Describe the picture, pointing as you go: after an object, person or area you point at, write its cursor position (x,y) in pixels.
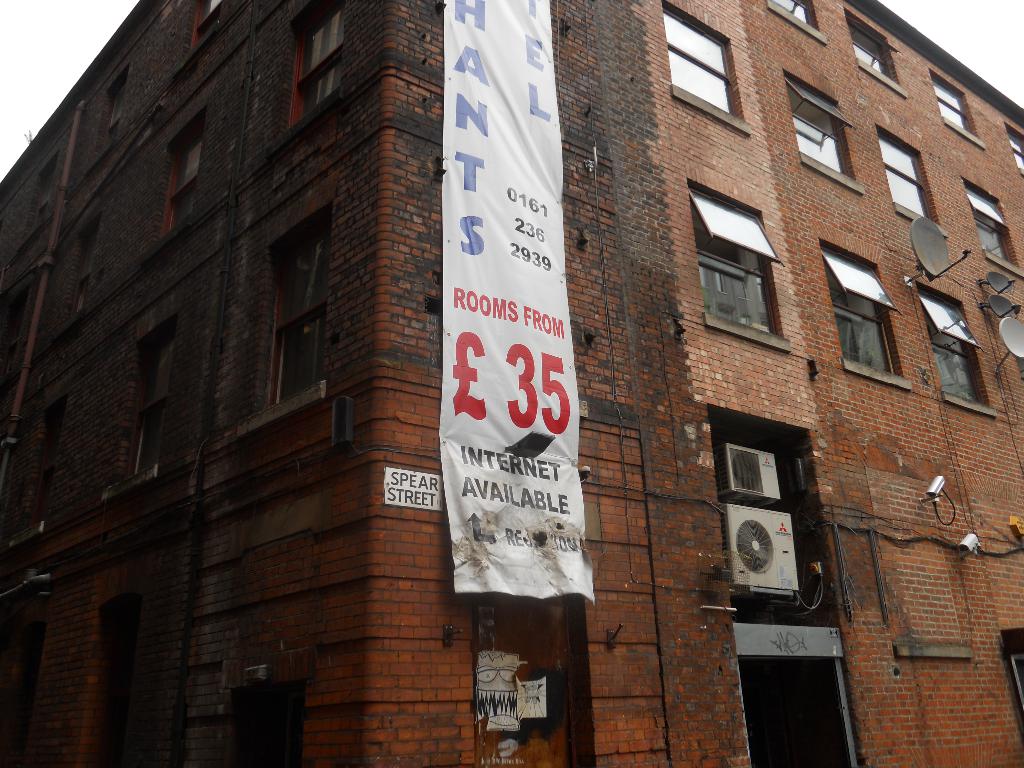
In this image there is a building (574,198) with a banner (488,172) on it, on the banner (472,195) there is some text (508,303), on the building (410,465) there is nameplate (412,484), air conditioners (775,531), cameras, dish antennas (920,226) and glass windows (757,309).
